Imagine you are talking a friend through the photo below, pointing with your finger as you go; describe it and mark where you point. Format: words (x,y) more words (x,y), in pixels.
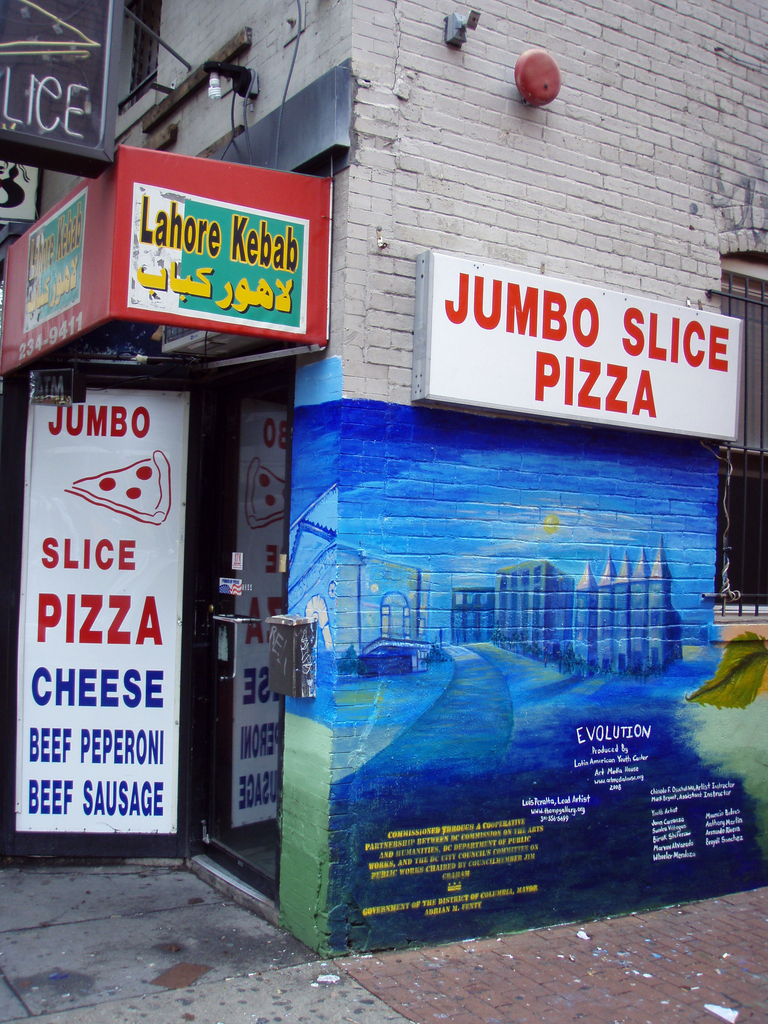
In this image we can see group of sign boards (175,563) with text (113,632) on them placed on a building (419,582) along with a light (244,70) and a bell (537,74). In the background (758,610) we can see a window (753,326).
